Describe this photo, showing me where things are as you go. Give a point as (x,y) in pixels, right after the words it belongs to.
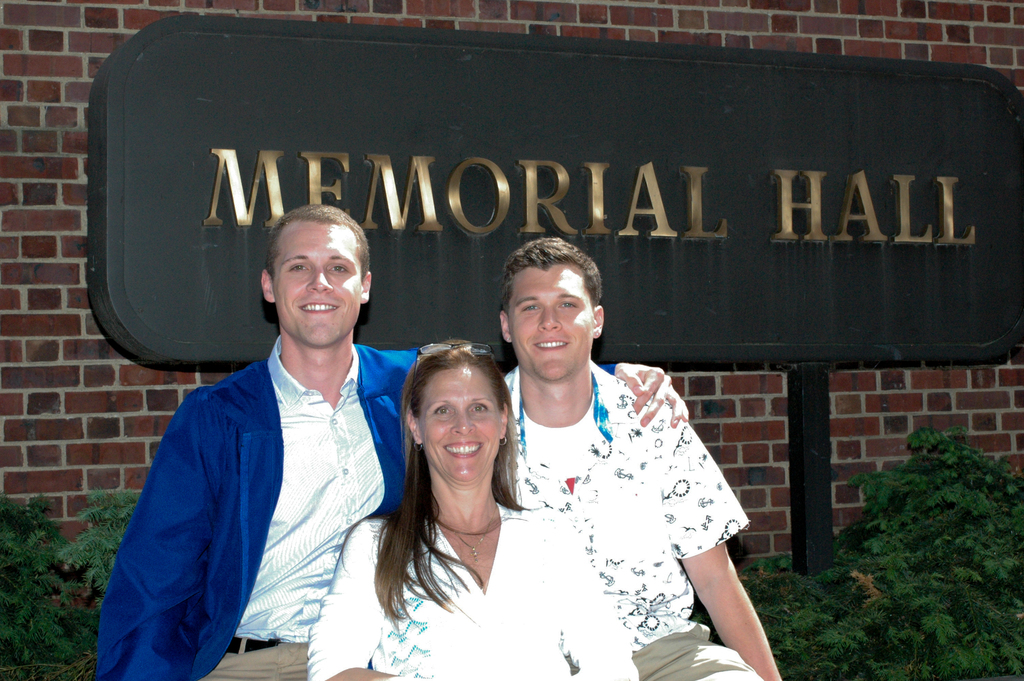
In the picture we can see a woman (449,626) and two men (236,582) are sitting, they are wearing a white shirt (457,636) which are shining and one man (146,674) is wearing a blue color blazer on the shirt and in the background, we can see a wall (34,338) which is in the kind of bricks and a board (158,63) near it, and name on it we can see memorial hall, near to the board (745,247) we can see some plants (819,584).
